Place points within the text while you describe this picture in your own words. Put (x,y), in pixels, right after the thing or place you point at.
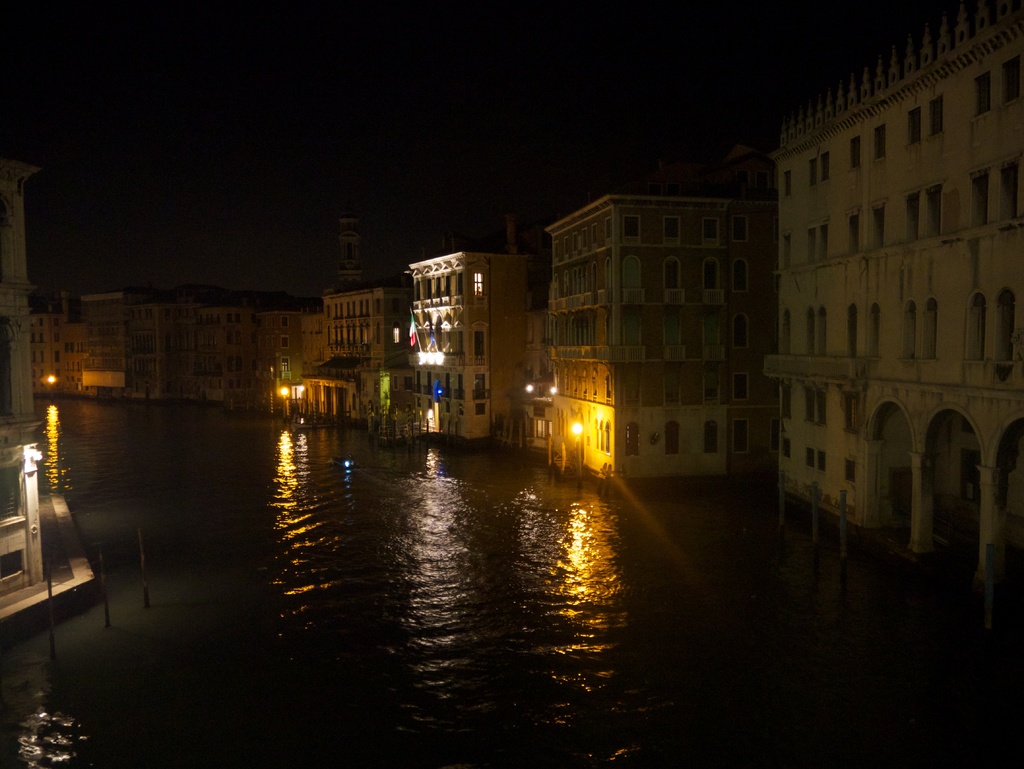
In this image in the center (348,502) there is water (398,622) and there are buildings (642,386) on the right side (839,372). On the left side (26,355) there is a building (14,492) and there are poles (105,610).
